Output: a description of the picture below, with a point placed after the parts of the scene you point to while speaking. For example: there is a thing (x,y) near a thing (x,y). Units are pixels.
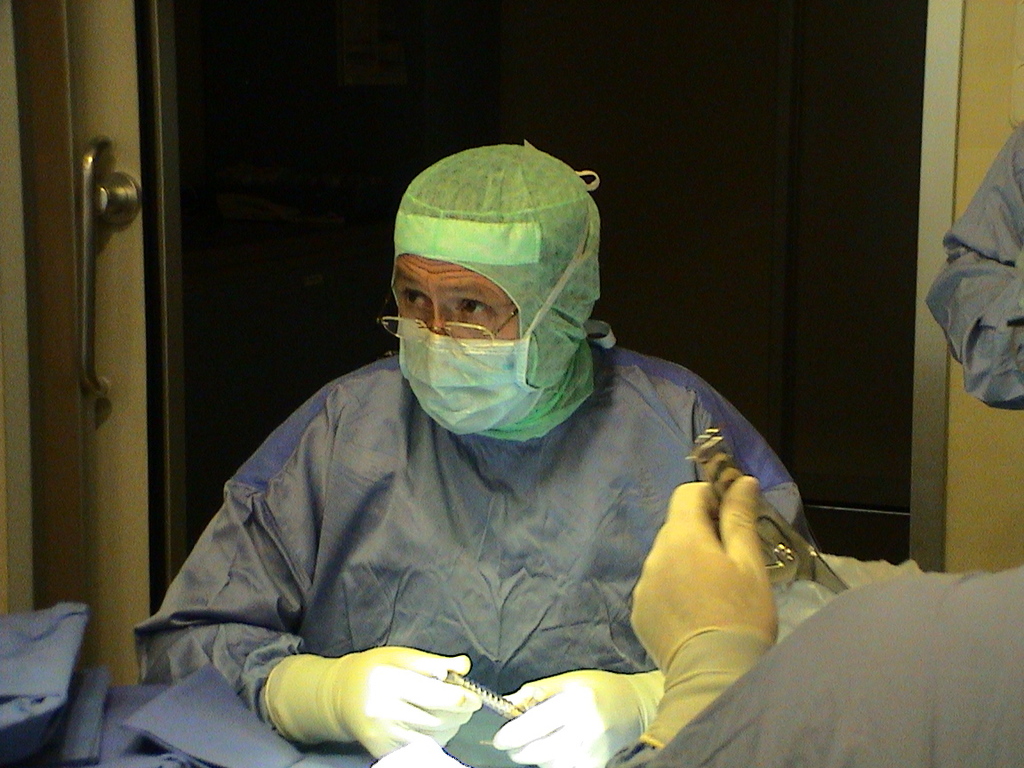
Here we can see three persons (590,570). They wore gloves (437,705) and he has spectacles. In the background (773,56) we can see a door (785,102).
